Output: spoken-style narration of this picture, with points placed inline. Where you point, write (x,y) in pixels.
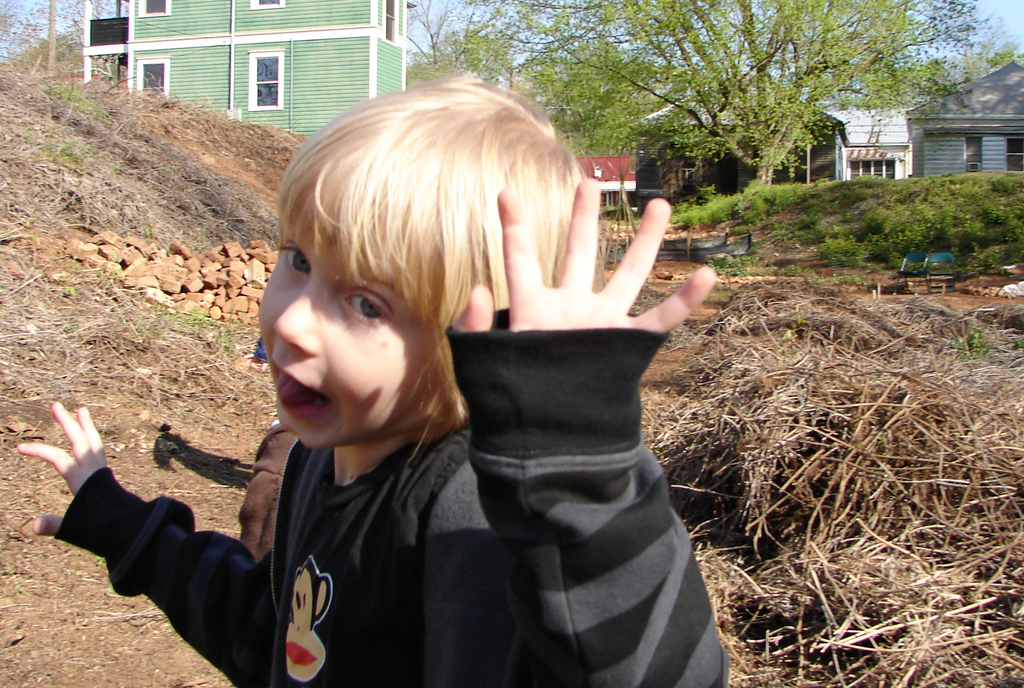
In this image we can see a child (398,677) wearing black dress (330,645) is standing here Here we can see dry grass (847,325), bricks (211,310), grass (952,238), wooden houses (177,27), trees (672,93) and the sky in the background (576,120).
